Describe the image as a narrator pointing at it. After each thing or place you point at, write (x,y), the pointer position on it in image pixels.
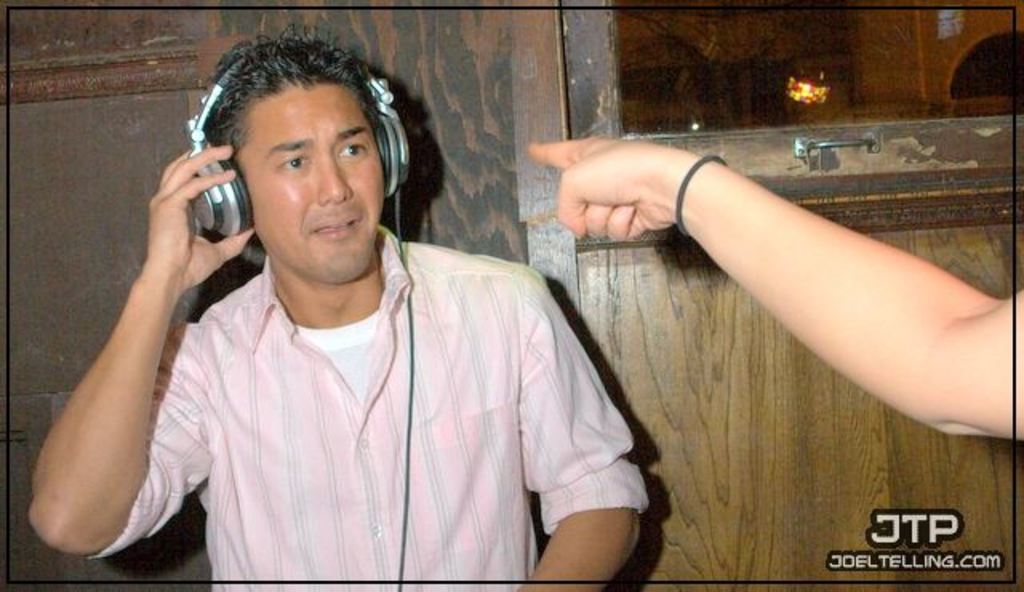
In this image we can see a person (434,427) wearing headphone (411,385). On the right side of the image (882,384) we can see a hand (711,196) of a person (875,296). In the background (748,425), we can see a door (811,197), light (811,88) and the wall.
